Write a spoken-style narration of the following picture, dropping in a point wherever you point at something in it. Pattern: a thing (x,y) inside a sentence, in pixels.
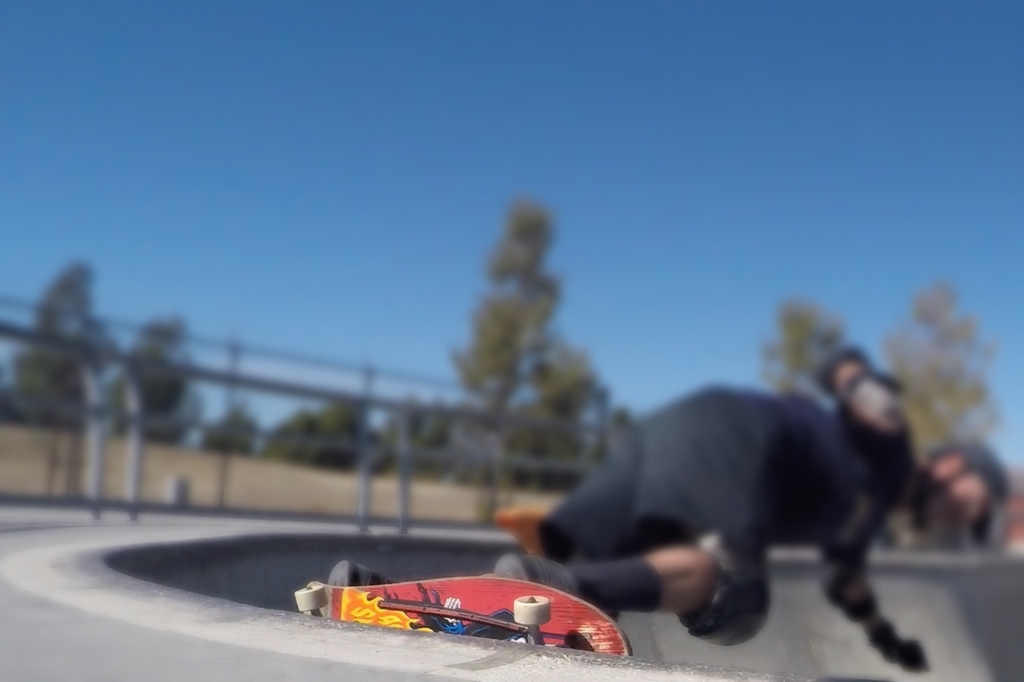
This image is taken outdoors. At the top of the image (177,139) there is a sky (263,139). In the middle of the image (563,398) there are a few trees (568,383) and there is a railing (362,423). A man (578,533) is skating on the skating rink (378,664) with a skating board (504,613). At the bottom of the image (177,651) there is a skating rink (968,629).
